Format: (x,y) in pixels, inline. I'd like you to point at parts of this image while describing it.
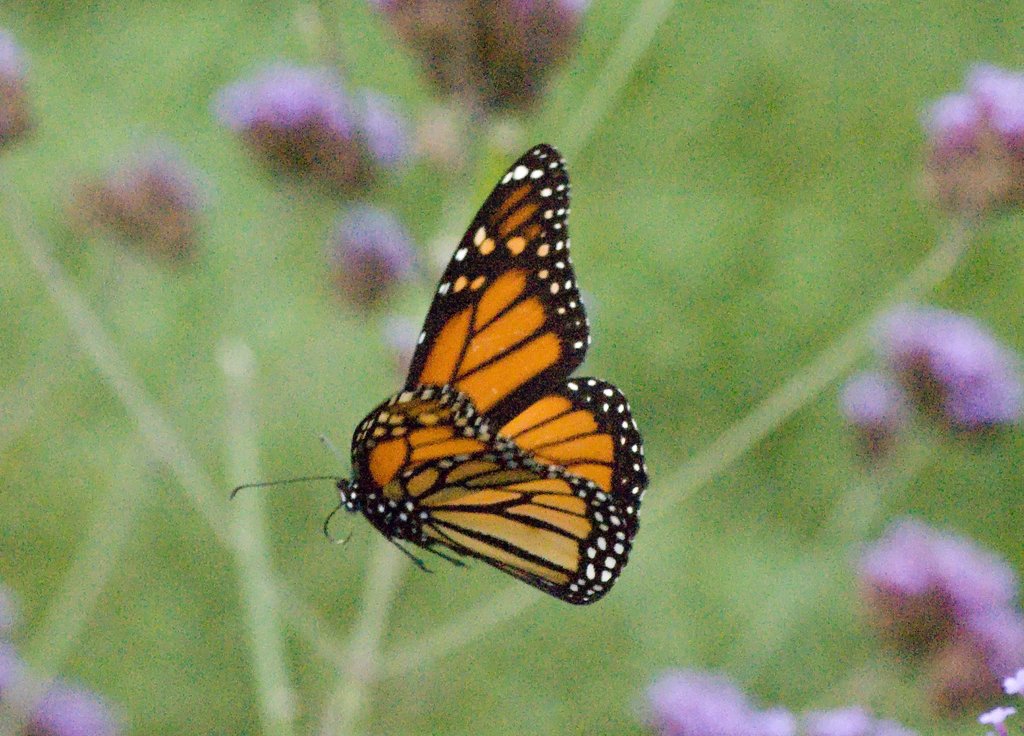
In this image we can see a butterfly (485,461). In the background (102,502), we can see greenery (717,288) and flowers (392,1).
